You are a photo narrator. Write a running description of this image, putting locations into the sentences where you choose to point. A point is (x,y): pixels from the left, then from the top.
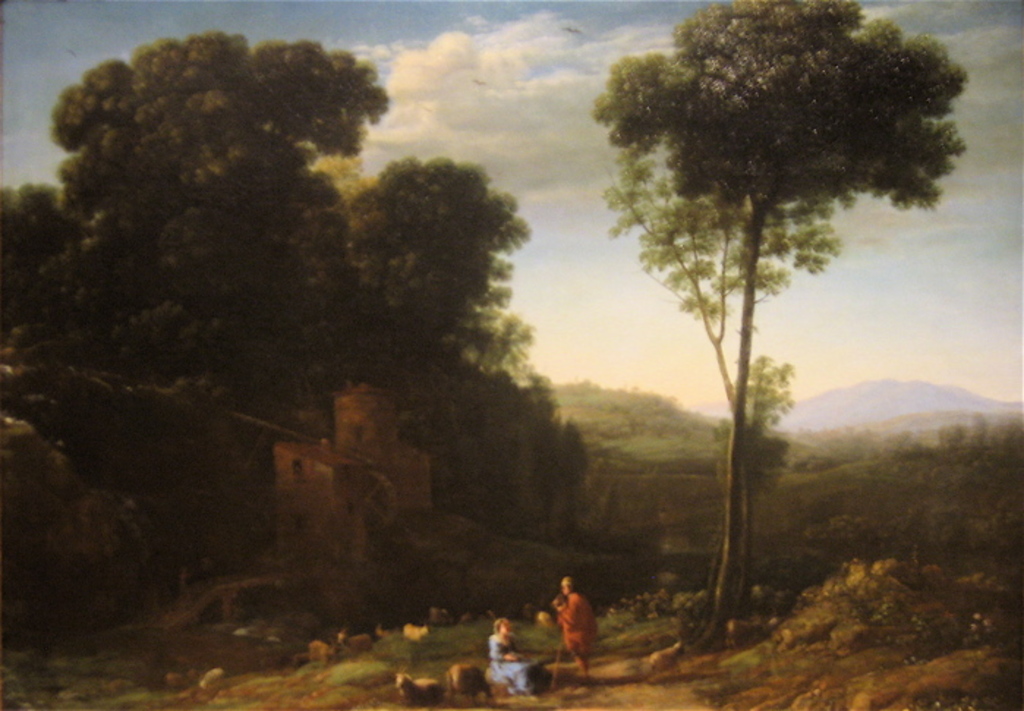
In this image I can see trees (672,200), the sky (902,356) and the hill (907,387) and in the foreground (443,644) I can see persons (503,680) and animals (431,686).
